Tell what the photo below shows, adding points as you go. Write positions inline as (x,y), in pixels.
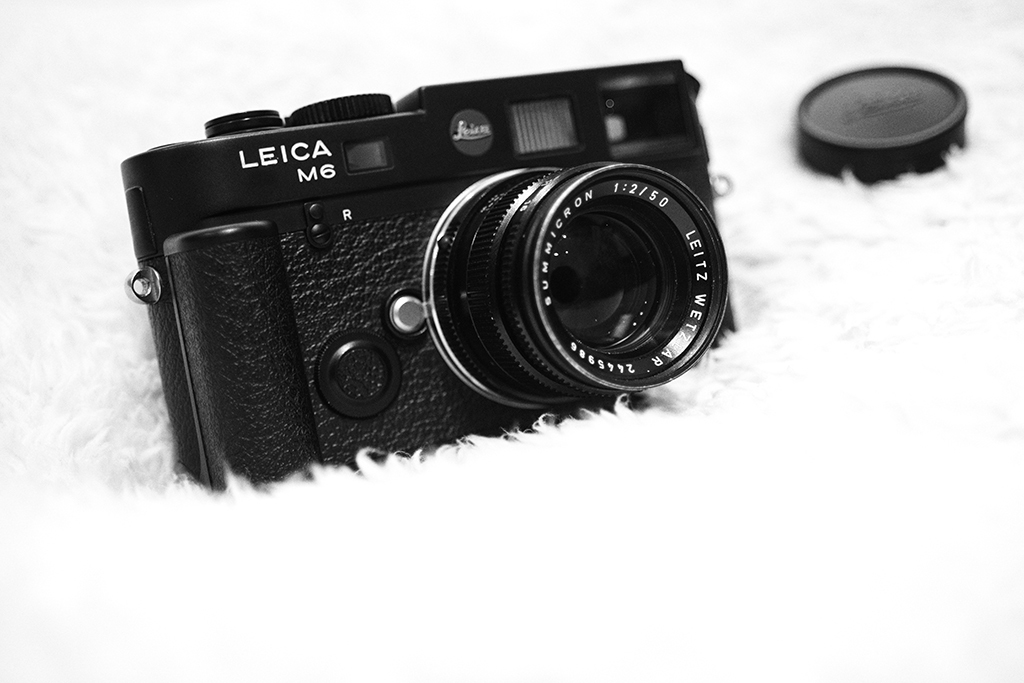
In the center of the image (474,407) we can see a camera (687,264) and a cap (931,103) placed on the mat (525,494).
